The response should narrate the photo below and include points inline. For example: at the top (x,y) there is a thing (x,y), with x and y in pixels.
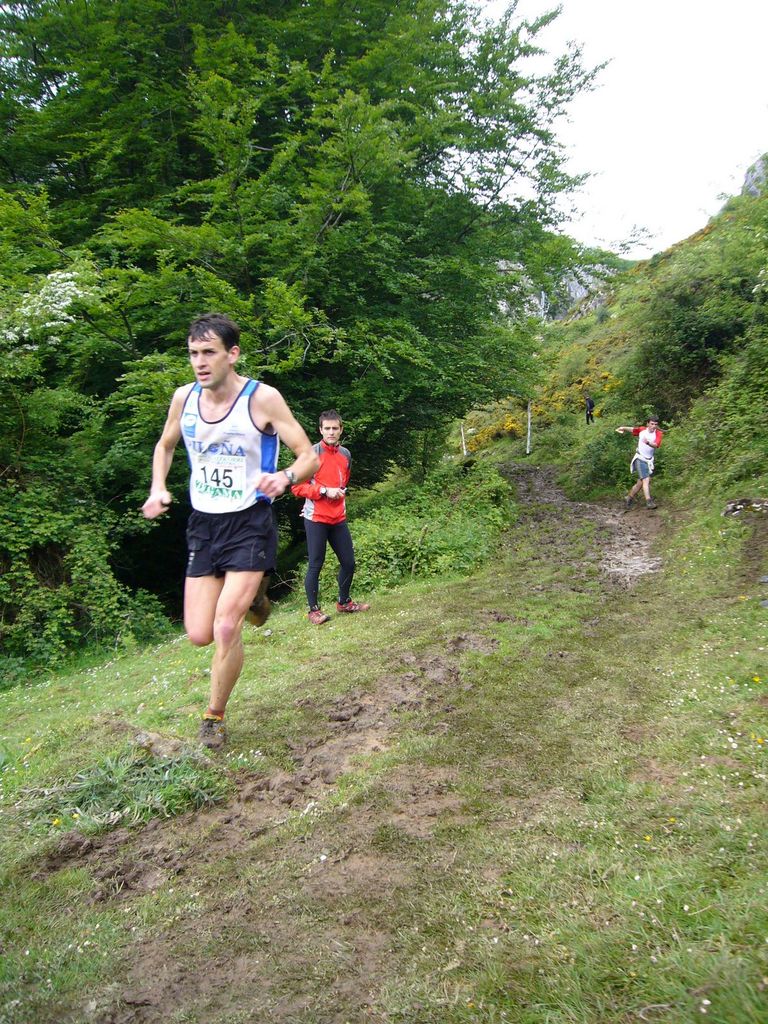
In this image, I can see two persons (231,594) running and a person (338,496) standing on the grass (641,704). There are trees (281,247) and plants (456,499). In the background (626,93), there is the sky (603,166).
